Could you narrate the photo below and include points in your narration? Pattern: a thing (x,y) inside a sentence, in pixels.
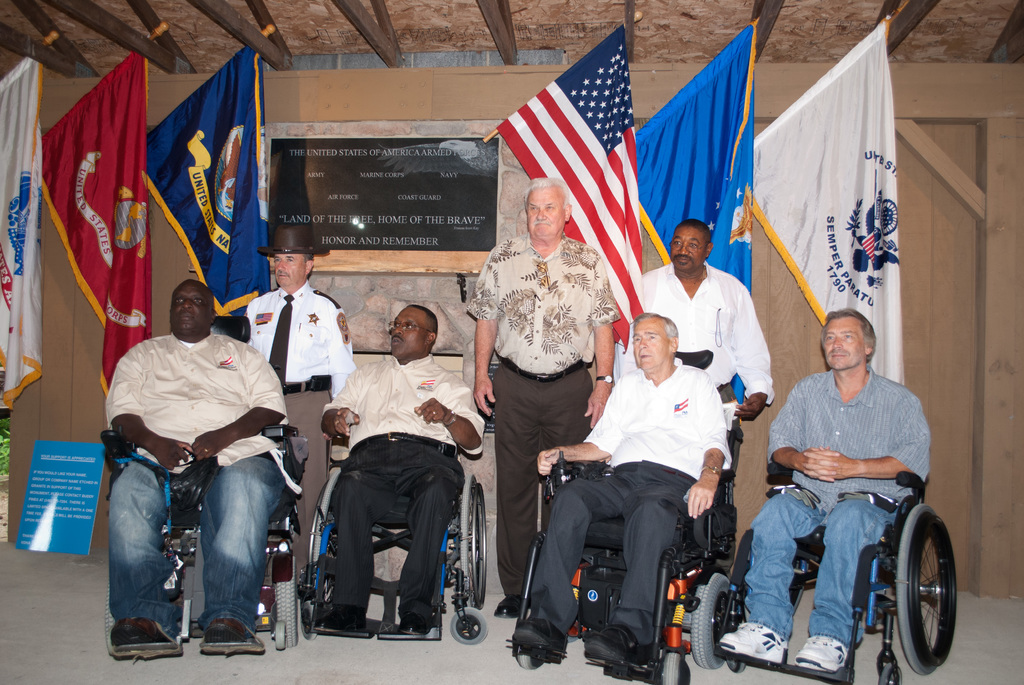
In this image we can see a board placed aside and a group of people (435,379) on the floor (30,572). In that some men (539,632) are sitting on the wheel chairs (539,647). On the backside (365,324) we can see some flags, frame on a wall (178,257) with some text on it and a roof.
